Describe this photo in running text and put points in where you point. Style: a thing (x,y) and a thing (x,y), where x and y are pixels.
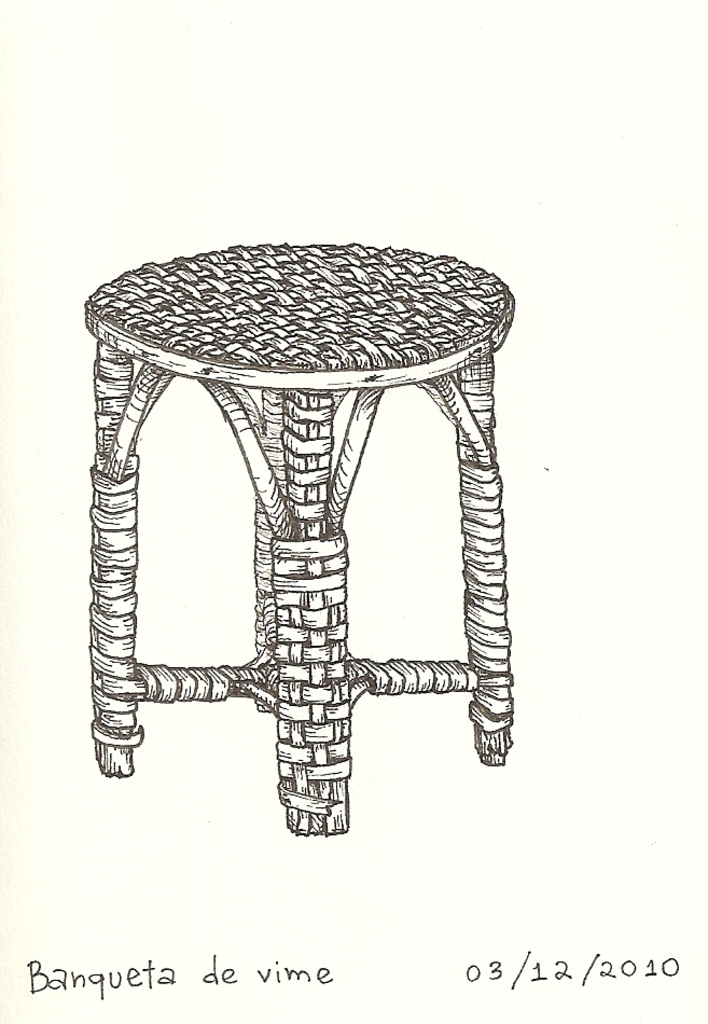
In this picture I can see the text (650,973) at the bottom (649,960), in the middle (464,670) there is a diagram (315,591) of a stool (314,563).
